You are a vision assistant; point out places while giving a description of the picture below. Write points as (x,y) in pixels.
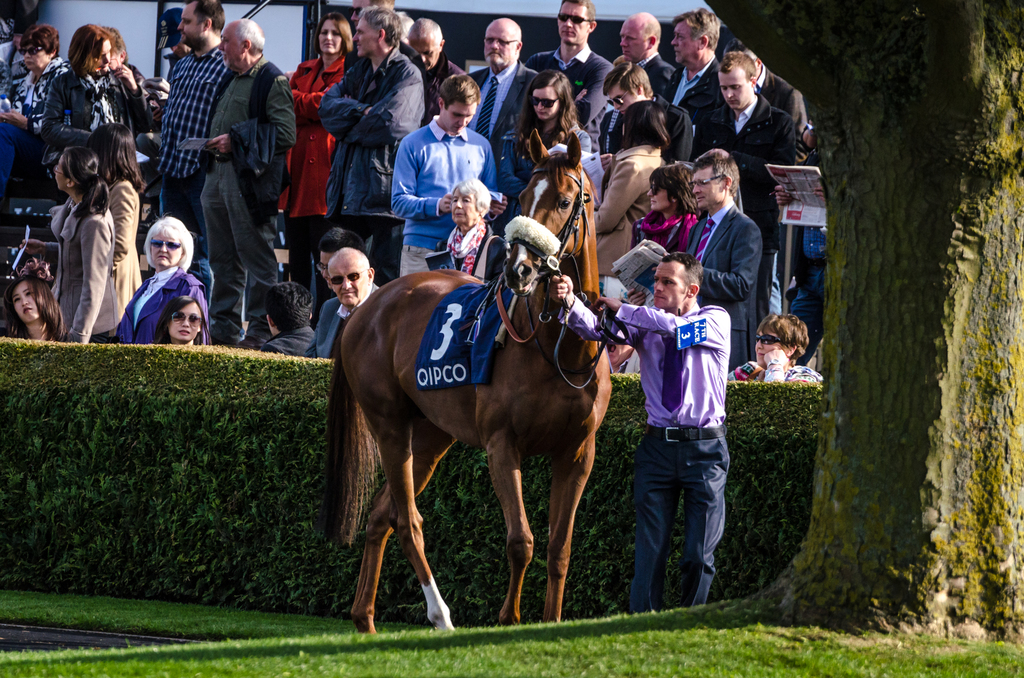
In this image I can see number of people (801,327) are standing where a man (685,520) is standing with a horse (528,390). I can also see a plant (596,469) and a tree (938,571).
